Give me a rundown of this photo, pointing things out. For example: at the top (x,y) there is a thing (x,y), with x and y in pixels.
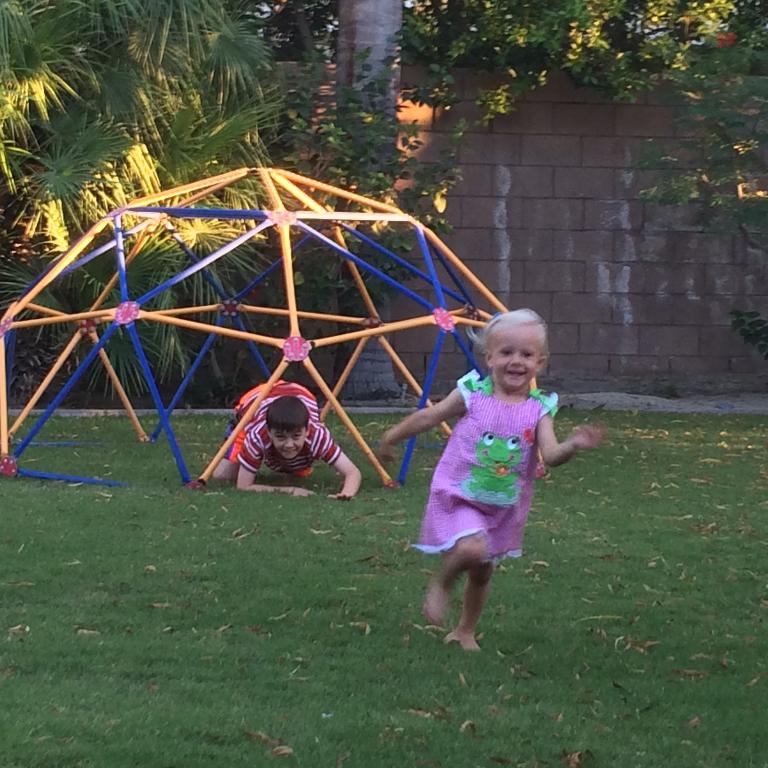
In the image there is a garden (277,559) and there is a baby (475,478) running on the grass (502,601) and behind the baby (457,634) there is some playing object (238,294) made up of rods (280,340) and a boy (301,417) is in a crawling position under the rods (296,323), in the background (434,128) there is a wall (517,145) and around the wall (528,147) there are trees (327,28).
